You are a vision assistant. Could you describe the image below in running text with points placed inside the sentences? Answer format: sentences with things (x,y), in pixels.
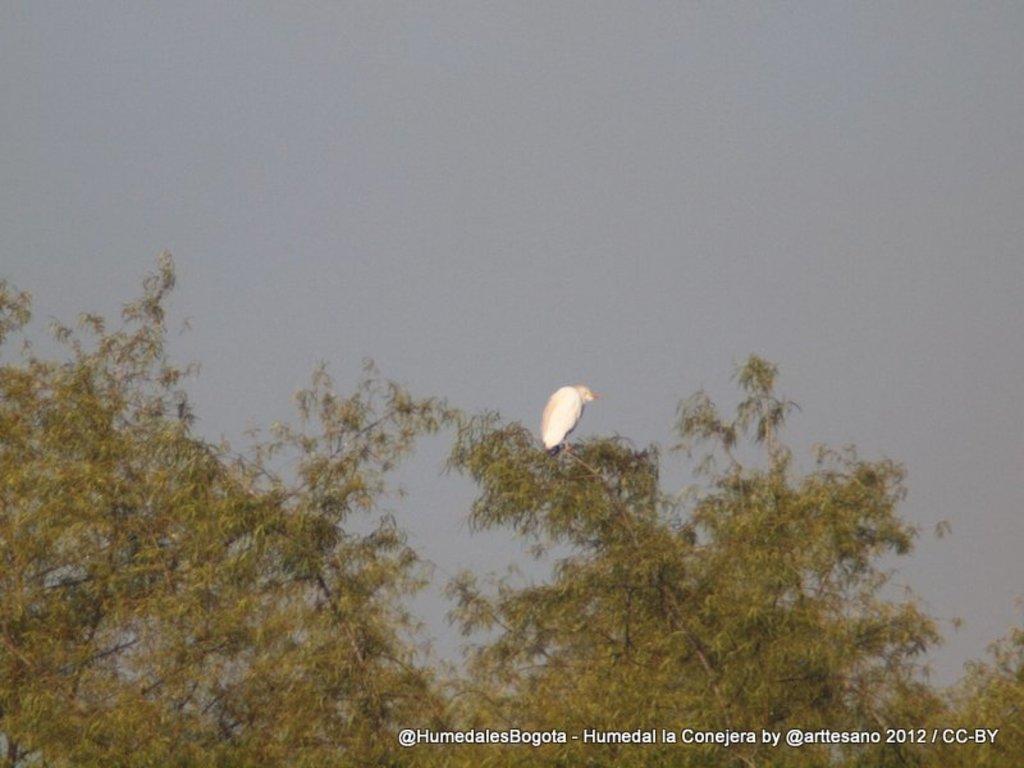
In this image there is one bird (574,404) as we can see in middle of this image (550,430) and there are some trees (389,574) at bottom of this image (492,529) and there is a sky (486,230) at top of this image (456,176).
